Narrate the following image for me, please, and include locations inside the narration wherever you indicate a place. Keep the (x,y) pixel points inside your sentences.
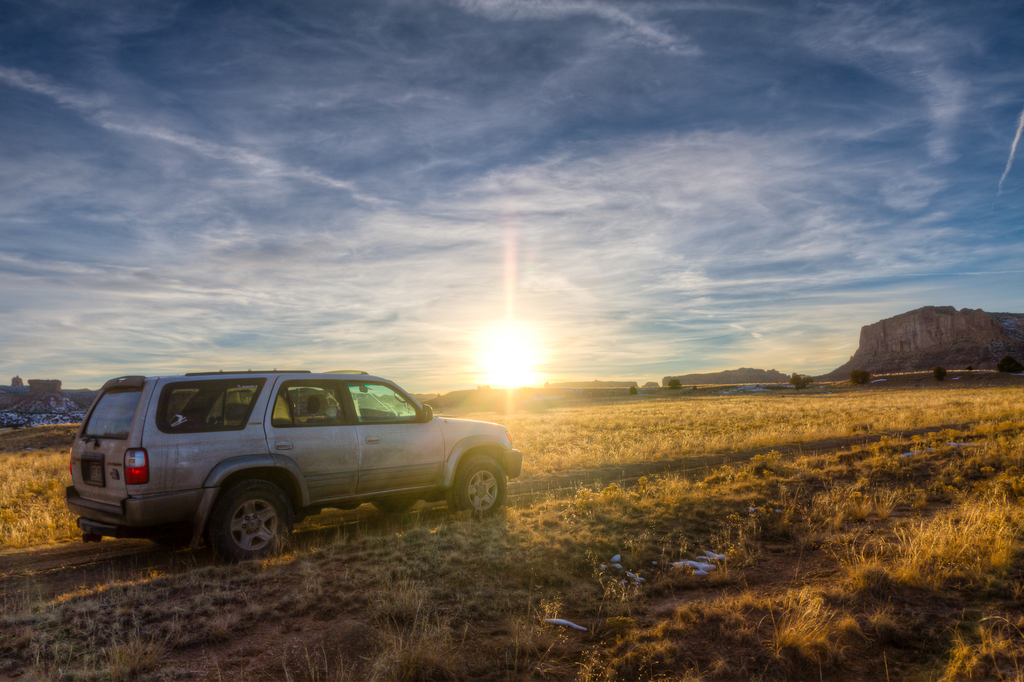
In this image we can see there is a moving vehicle (402,459) on the path (600,475), on the either sides of the path (617,475) there are grass (617,405) and a few other objects (695,572) placed on the grass (703,639). In the background (523,312) there are mountains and the sky (545,236).
